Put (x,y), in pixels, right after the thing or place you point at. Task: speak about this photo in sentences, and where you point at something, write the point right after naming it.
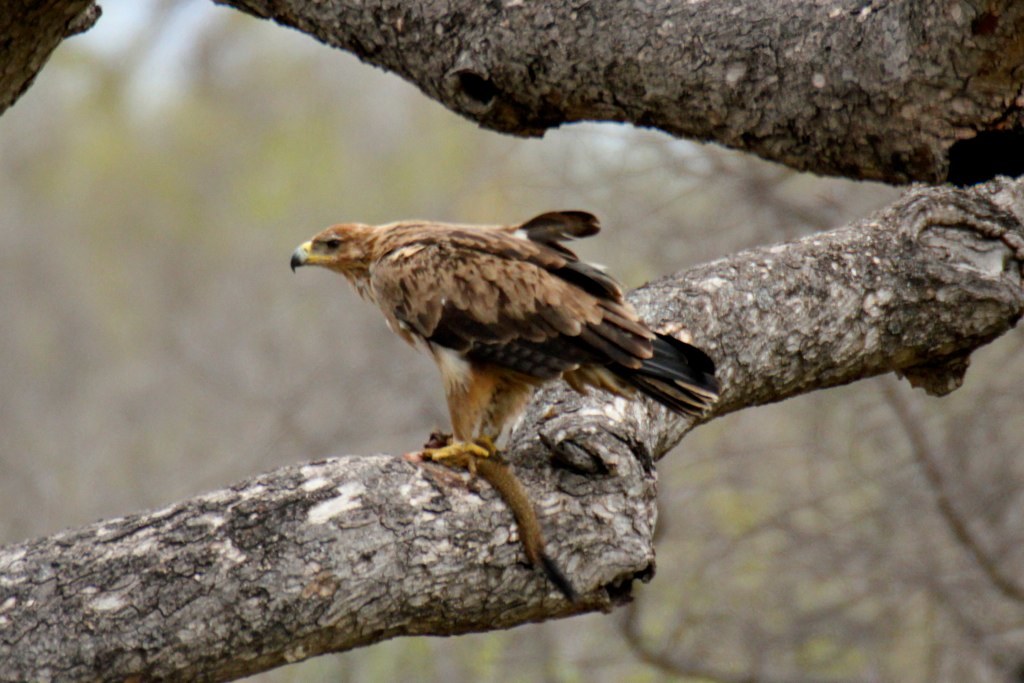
In this image I can see a bird (472,343) visible on the stem (407,530) of tree (367,540).
